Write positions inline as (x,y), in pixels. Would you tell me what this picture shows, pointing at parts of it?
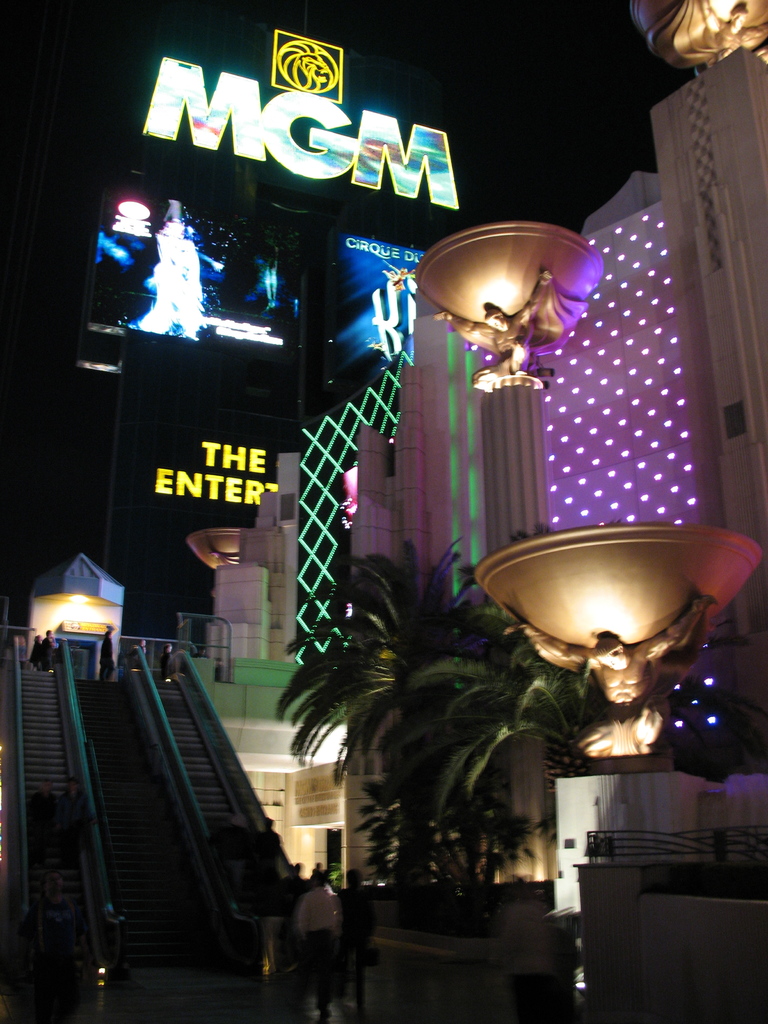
At the bottom of the image (265,854) few people (265,854) are standing. Behind them there is escalator (62,642) and trees (387,649). At the top of the image (432,80) there is a building (756,614), on the building (140,532) there are some banners (236,229) and lights (284,135).
